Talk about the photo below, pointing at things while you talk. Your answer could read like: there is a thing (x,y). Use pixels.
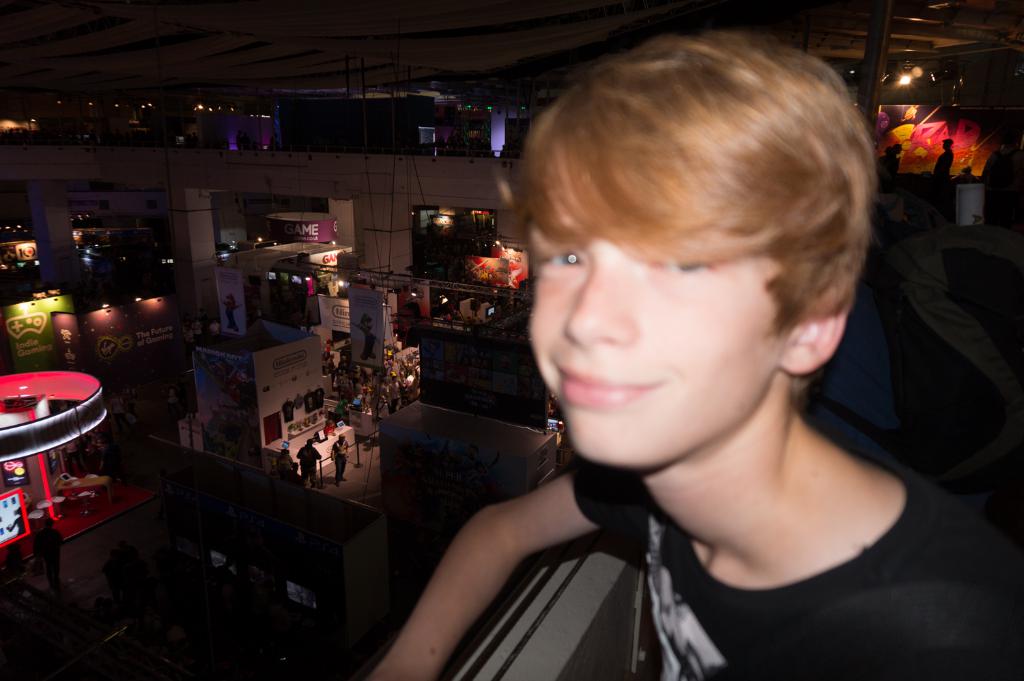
In this image, we can see an inside view of a building (250,52). There are some persons (405,379) and banners (220,383) in the middle of the image (479,262). There is a kid (631,319) on the right side of the image (788,306) wearing clothes (928,508).
